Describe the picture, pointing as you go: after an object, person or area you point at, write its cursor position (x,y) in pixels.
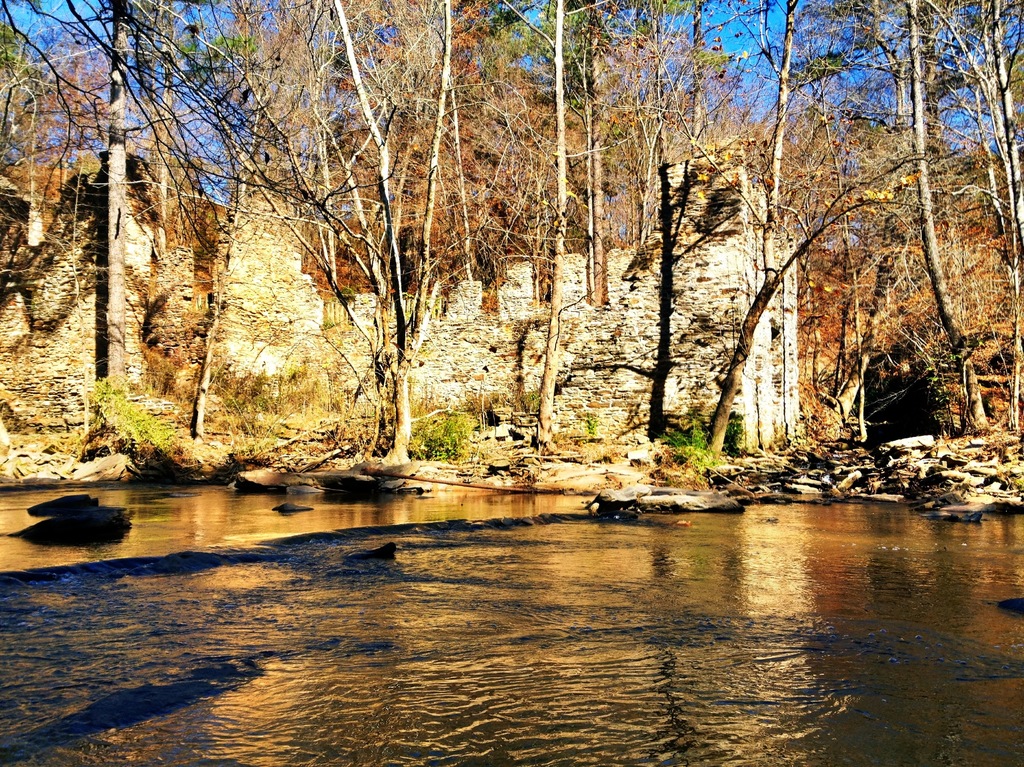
The picture is taken near a forest (821,409). In the foreground of the picture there is water (32,550). In the center of the picture of trees (397,418), shrubs (421,421), twigs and stones (929,468). In the background (471,321) there is a wall (643,326). At the top of the picture (434,189) there are trees (584,134). Sky (32,28) is clear and it is sunny.
